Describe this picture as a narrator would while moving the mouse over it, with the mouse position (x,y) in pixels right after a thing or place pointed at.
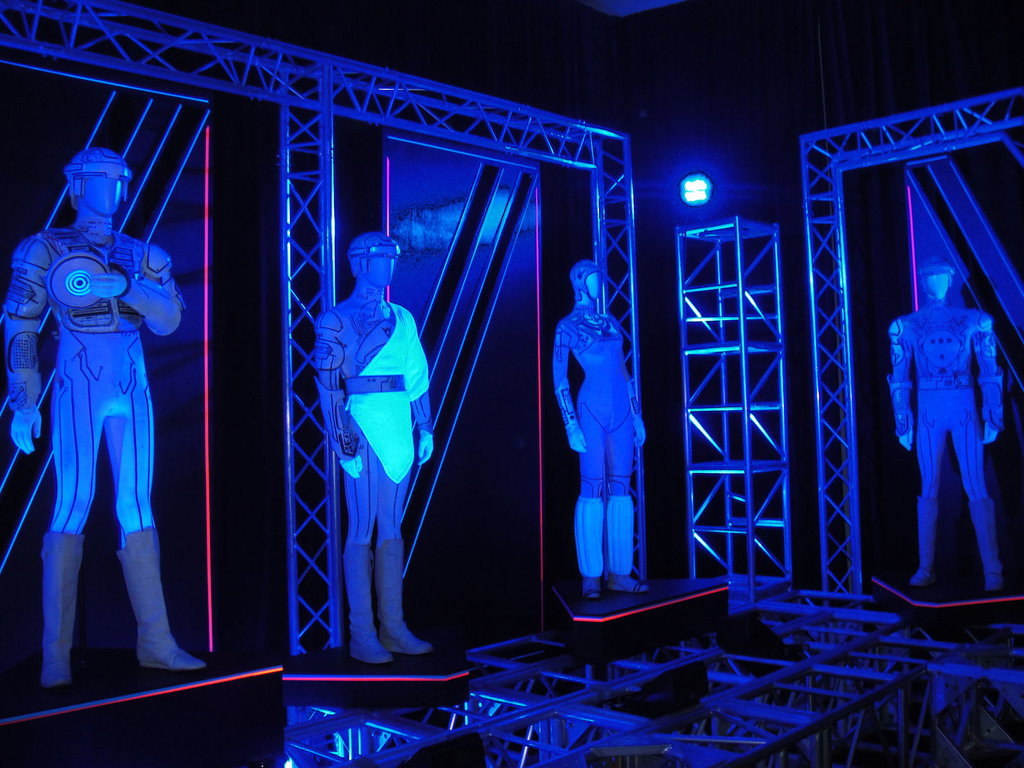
In the center of the image (563,398) there are depictions of person (634,425). There are rods (583,142). In the background of the image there is a light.
